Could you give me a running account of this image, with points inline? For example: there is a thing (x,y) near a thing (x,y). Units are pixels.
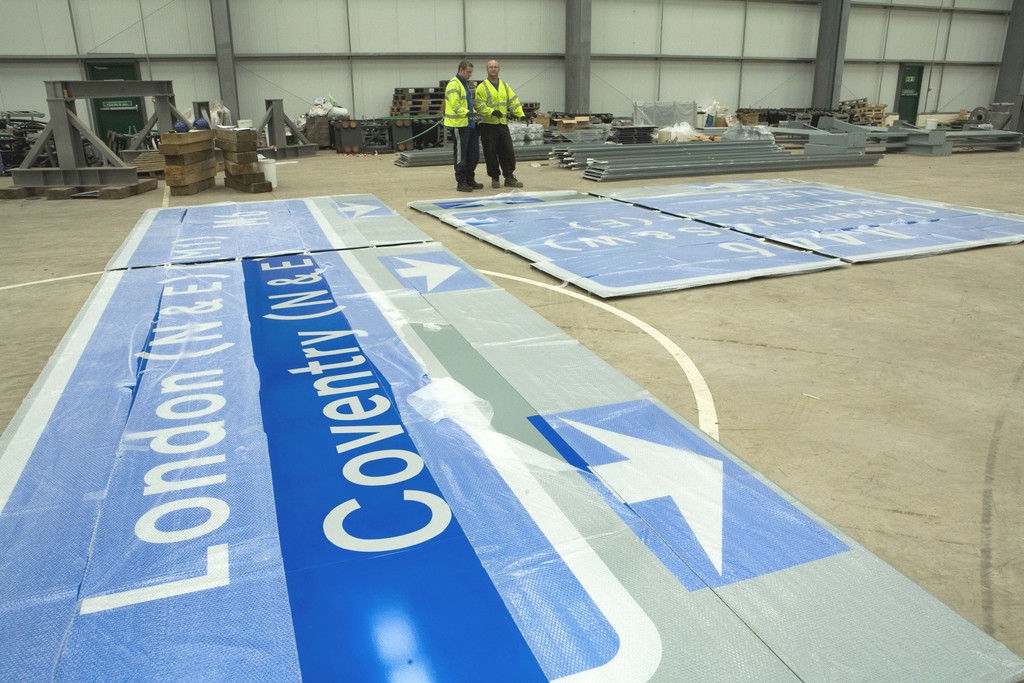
In the image we can see two men (471,129) standing, wearing clothes (460,111), gloves (475,113) and shoes (492,182). Here we can see posters (310,366), floor (832,411) and metal objects (287,119).
